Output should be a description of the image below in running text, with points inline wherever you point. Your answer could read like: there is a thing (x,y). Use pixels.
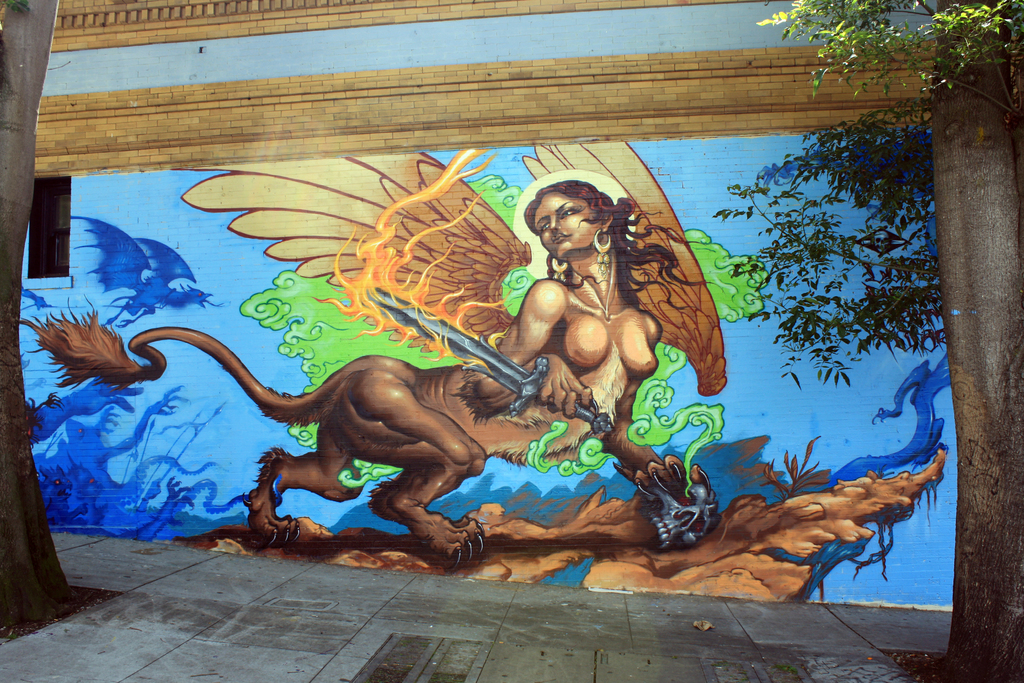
In this image I can see the ground (298,653), few trees (1018,474) and the wall (344,31) on which I can see the painting (329,485) of a woman (582,322) who is in the shape of a animal (413,473) and holding a knife (586,412) in her hand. I can see the window (46,265).
